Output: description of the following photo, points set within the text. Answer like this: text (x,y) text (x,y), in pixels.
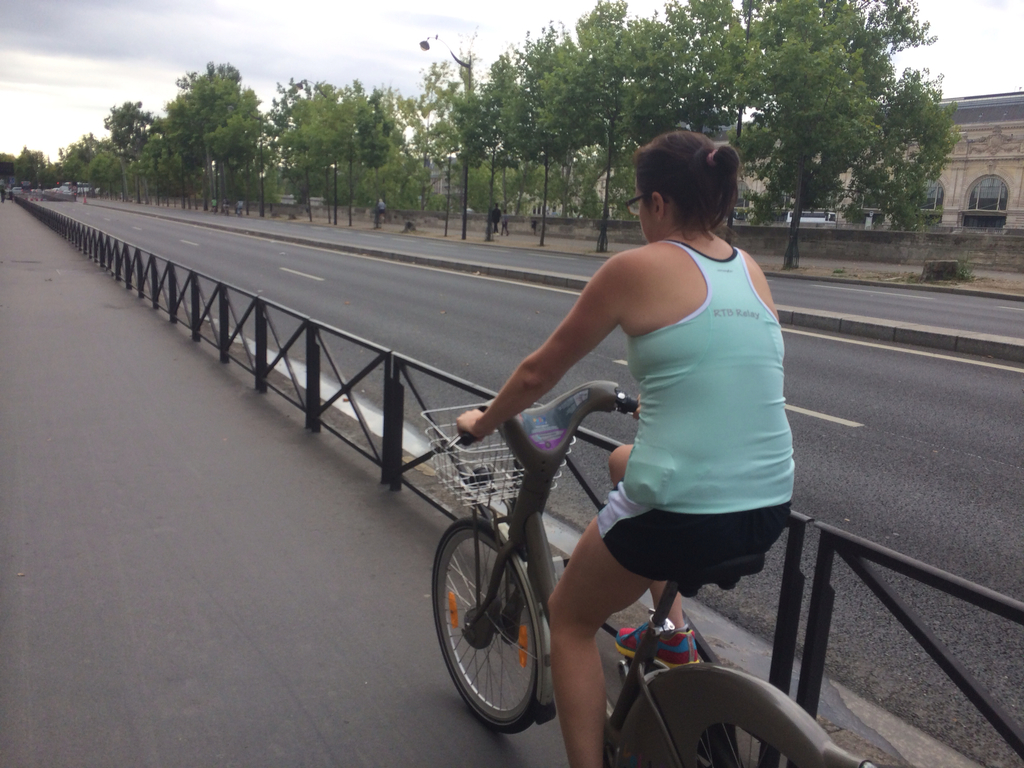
In this image, there is a person (709,419) wearing colorful clothes (667,491) and footwear (643,634). This person (566,624) is riding a bicycle (701,703) on the road (522,742). There is a sky (347,24) and some trees (176,149) at the top of the image (579,74). There is a building (970,111) in the top right of the image (977,213).
